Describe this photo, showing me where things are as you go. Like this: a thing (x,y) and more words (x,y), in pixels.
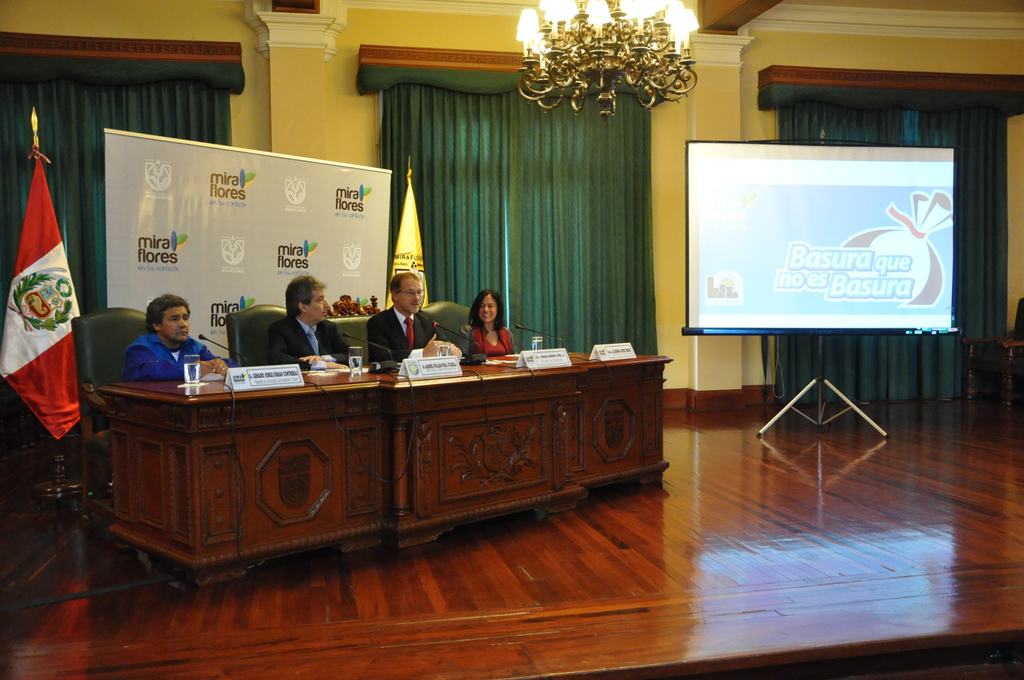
This is the picture of a room (591,349). On the left side of the image (294,332) there are group of people (158,357) sitting behind the table (564,376). There are microphones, glasses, boards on the table (340,457) and there is a hoarding (170,151) and there are flags (50,249). On the right side of the image (707,256) there is a screen (804,304) and there is a chair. At the back (540,172) there are curtains (540,172). At the top (589,4) there is a light (583,87).
